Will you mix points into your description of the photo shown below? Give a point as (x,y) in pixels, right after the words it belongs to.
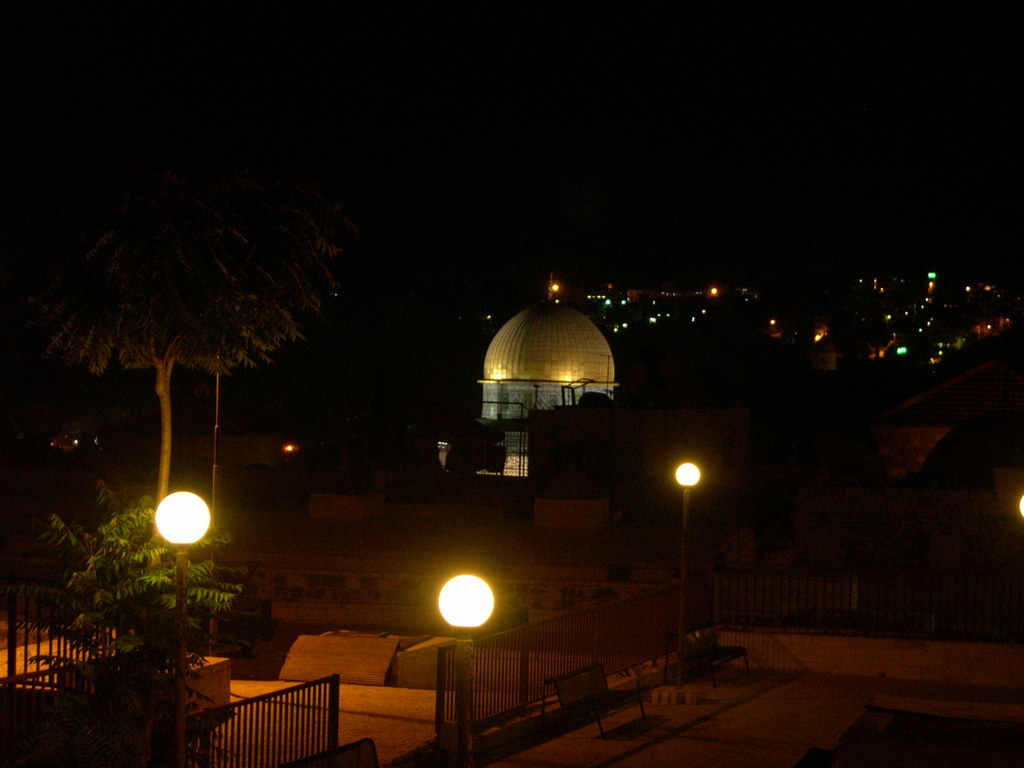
In this picture we can see few buildings (629,456), lights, trees (203,210) and fence (527,684), we can see dark background (612,255).
